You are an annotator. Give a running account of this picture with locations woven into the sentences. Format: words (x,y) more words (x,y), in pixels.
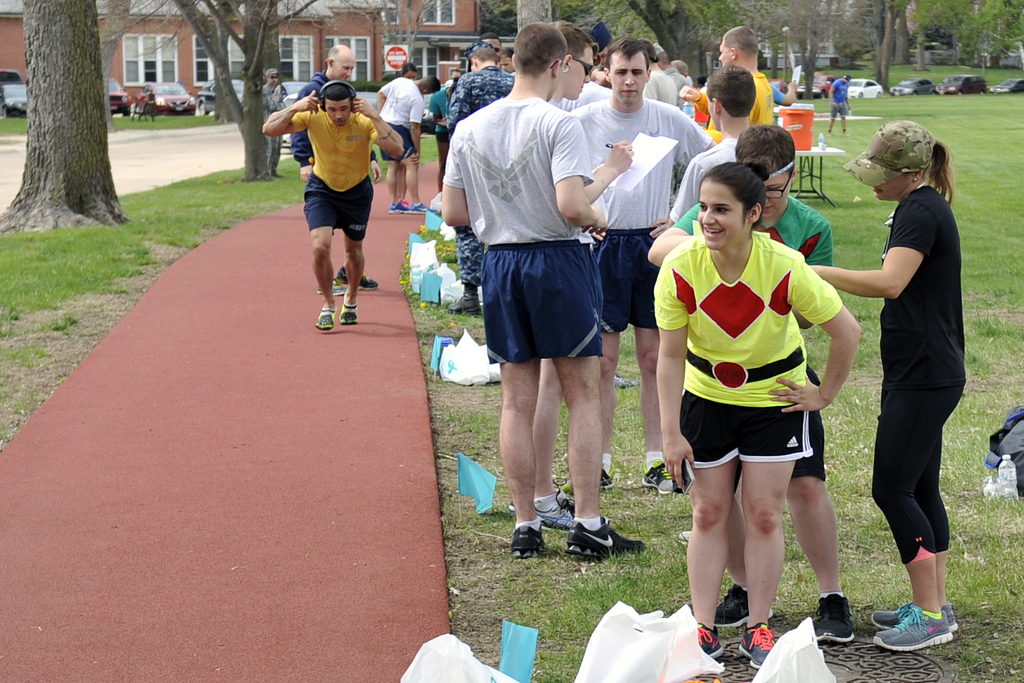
In this picture I can see number of people (533,81) standing on the grass (1002,140) in front (583,143) and I can see a man (616,156) holding a paper (648,156) and a pen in his hands (629,149). I can also see few bags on the grass (785,611). In the middle of this picture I can see number of trees (86,31) and cars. On the top left of this picture (127,77) I can see a building (462,23).
